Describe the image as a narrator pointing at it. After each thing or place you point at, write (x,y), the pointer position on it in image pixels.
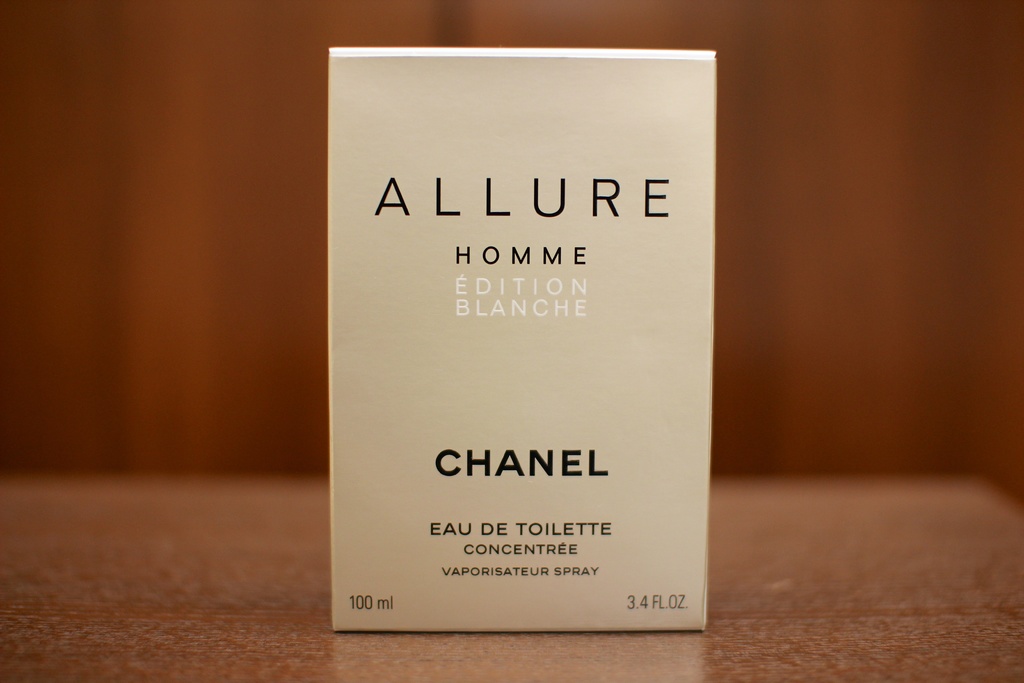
In this image I can see a white color box (577,546) on the table (786,679), on the box (515,136) I can see something written on it and the table (709,605) is in brown color.
